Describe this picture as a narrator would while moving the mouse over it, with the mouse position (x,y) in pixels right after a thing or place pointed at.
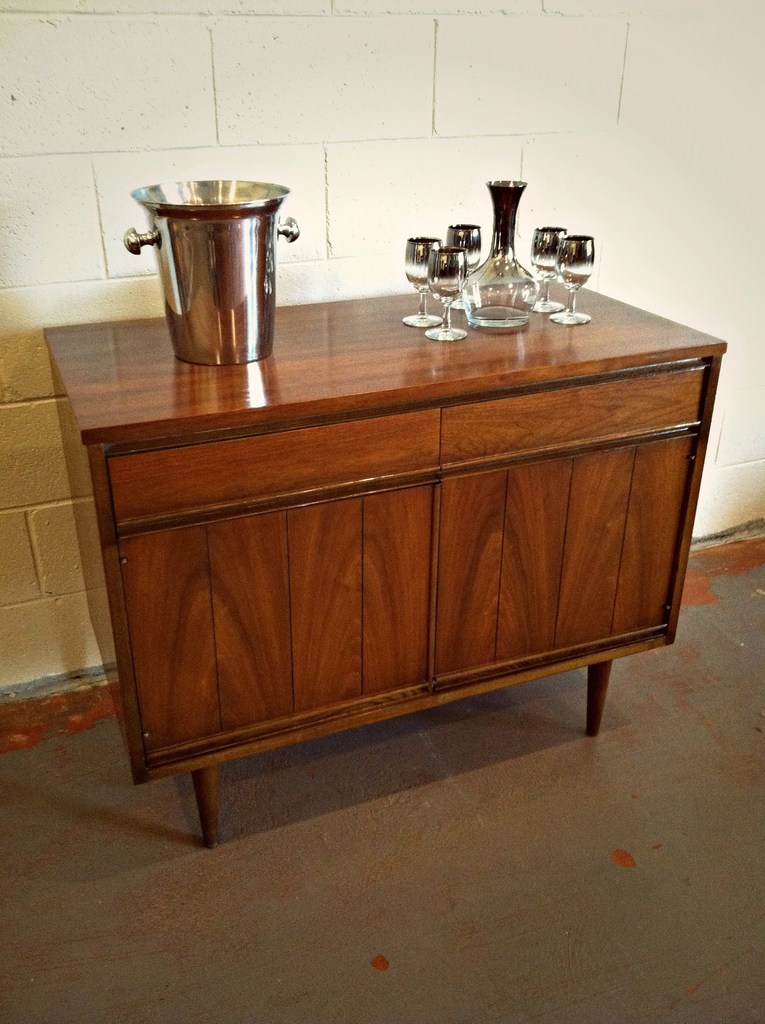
This picture seems to be clicked inside the room (34,821). In the center (409,395) we can see a wooden cabinet (287,396) on the top of which a jar (487,309) and glasses (441,284) and some other objects (274,288) are placed. In the background (366,188) we can see the wall (415,92) and some other objects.
